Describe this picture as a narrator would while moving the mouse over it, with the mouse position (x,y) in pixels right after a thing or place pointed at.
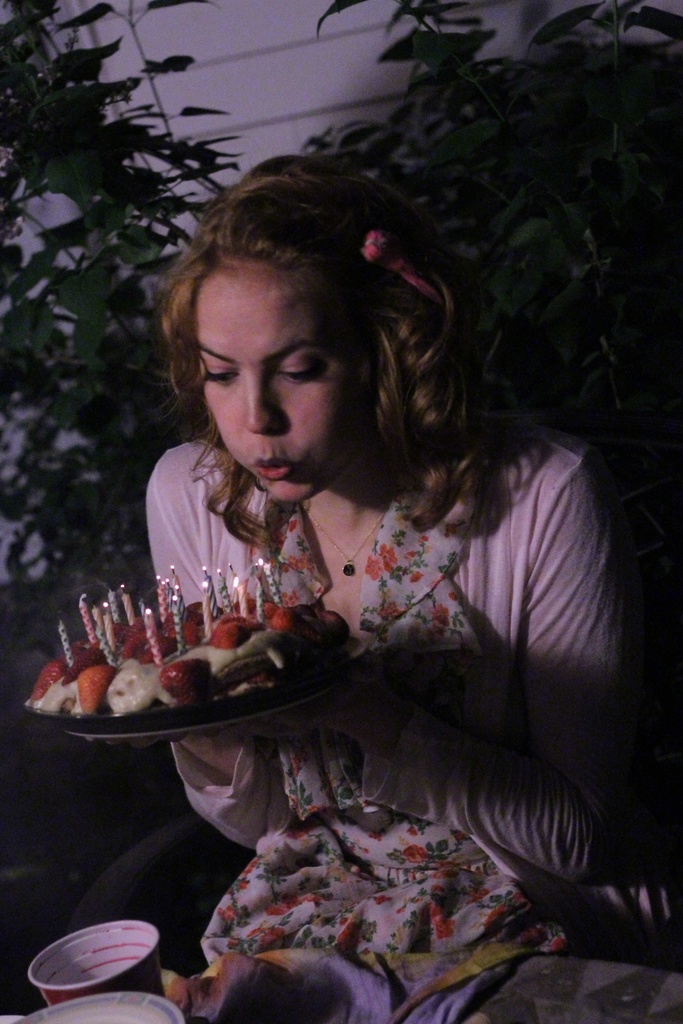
In this picture, there is a woman (361,749) holding a plate (298,679) with food (193,635) and candles (156,643) and she is blowing the candles (205,569). She is wearing a floral print top (405,589). At the bottom left (93,979), there are glasses (103,938). In the background (67,163), there are plants (66,156) and a wall (312,79).
